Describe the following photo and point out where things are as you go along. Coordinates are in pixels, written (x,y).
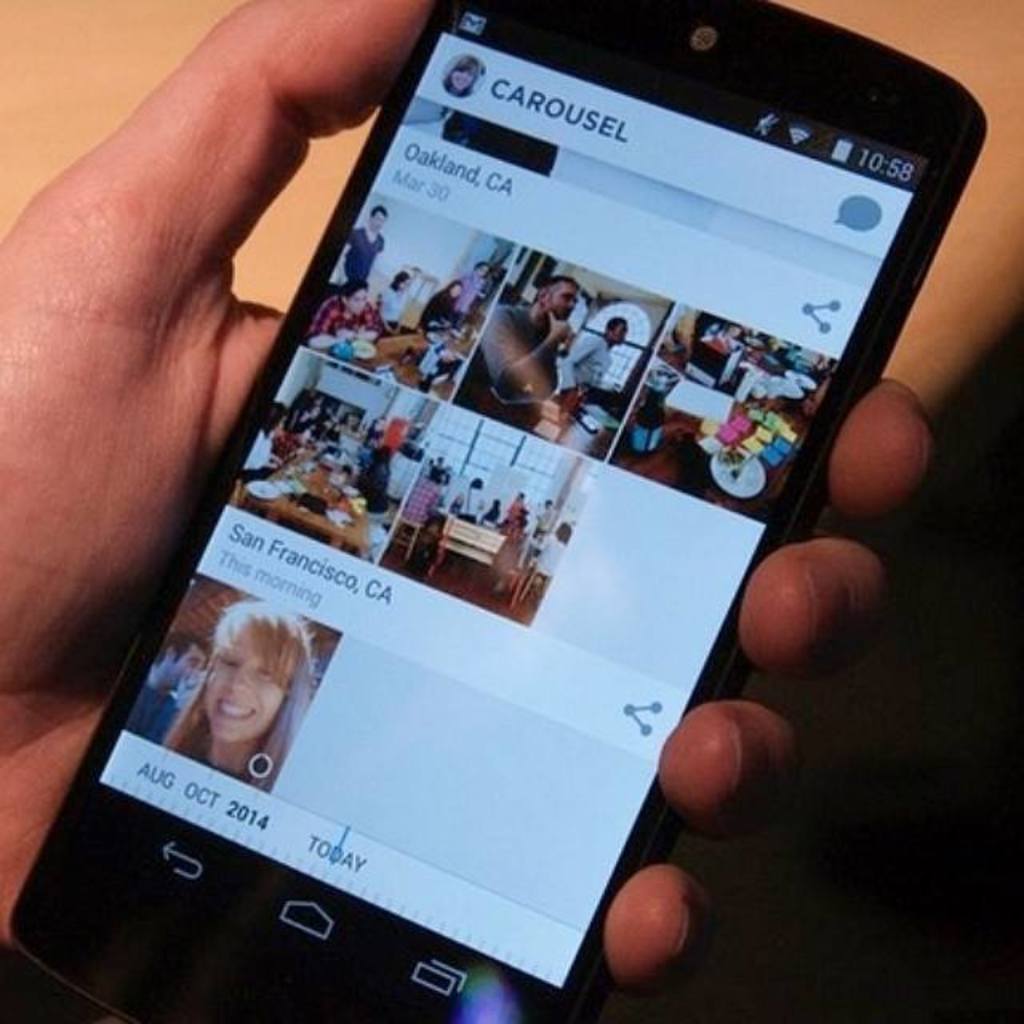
In this image I can see a mobile phone (458,467) in a person's hand (92,374).
